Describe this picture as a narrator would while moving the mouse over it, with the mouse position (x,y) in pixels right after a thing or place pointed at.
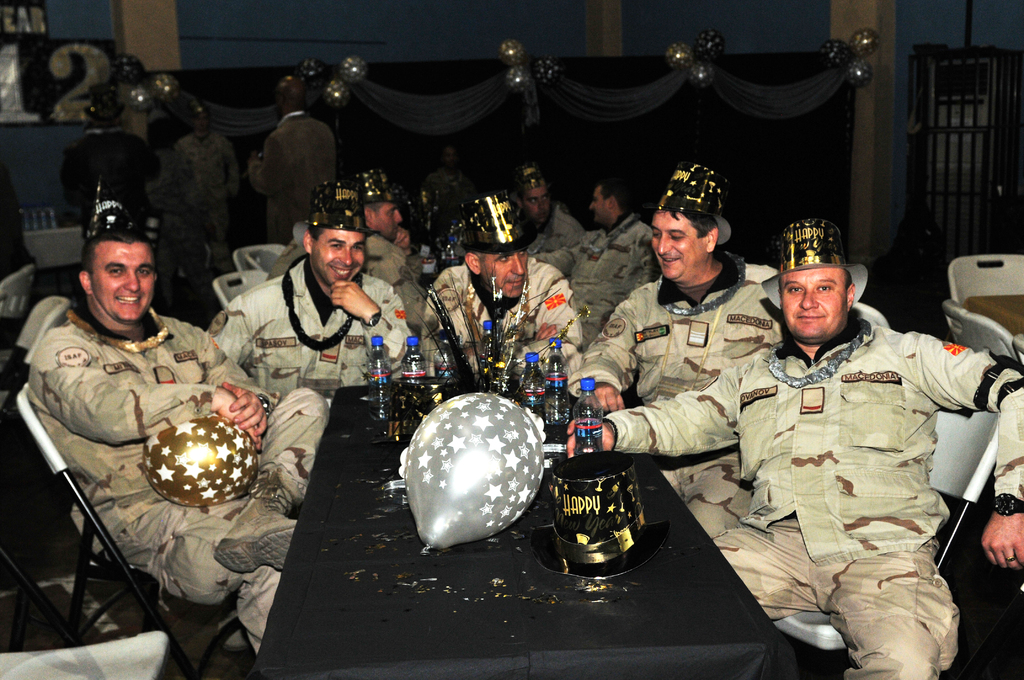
There are many people (259,321) sitting on chairs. They are wearing hat (796,257) on the head (362,242). Person (102,372) on the left (112,407) is holding a balloon (230,450). On the table (538,497) there is a balloon (505,469), bottles (537,386) and a hat (606,496). In the background (374,194) there are few people (313,150) and there are some decorations (366,75).
